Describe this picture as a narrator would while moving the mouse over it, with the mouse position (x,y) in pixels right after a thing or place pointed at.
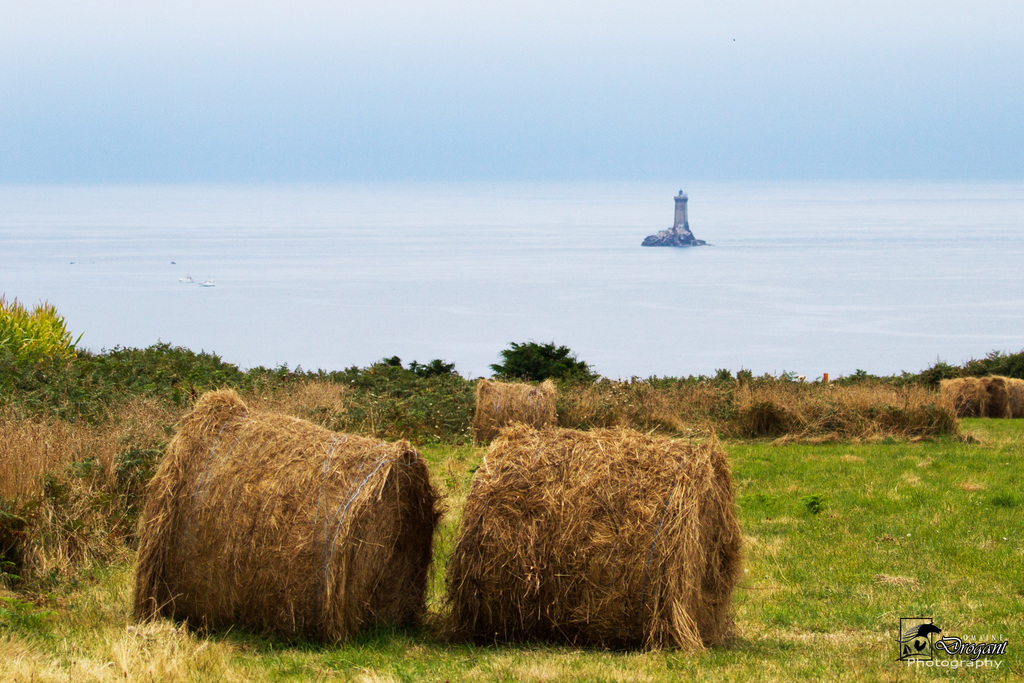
In this picture I can observe hay (467,599) on the ground (941,517). There is some grass (803,555) on the ground (804,590). I can observe a watermark (918,634) on the bottom right side (943,642). In the background (451,255) there is an ocean (469,223) and a sky (466,146).
